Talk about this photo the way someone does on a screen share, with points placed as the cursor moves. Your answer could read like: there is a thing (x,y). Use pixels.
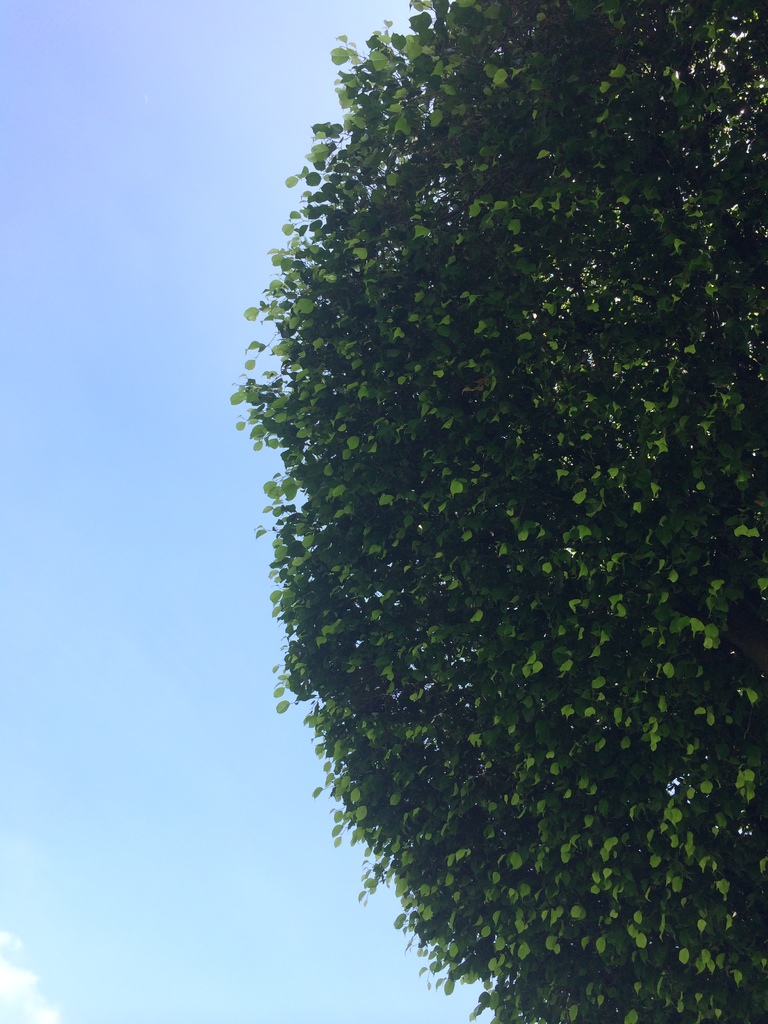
In this image there are leaves (457,436) of a tree (461,414), at the bottom of the image (38,1005) there are clouds (28,1001) in the sky (66,989).
